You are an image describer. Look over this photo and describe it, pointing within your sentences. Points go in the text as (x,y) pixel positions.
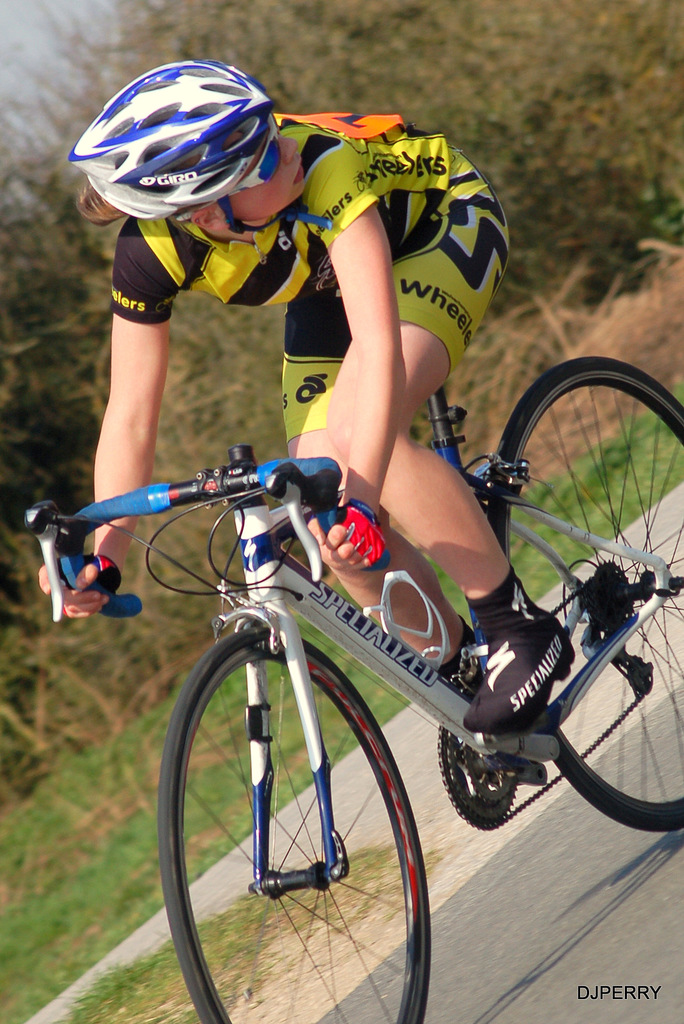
He's riding a bicycle (567,530) on a road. He's holding a handle (331,468). He's wearing a helmet (223,150). He's wearing a colorful yellow color shirt (331,288). We can see in background (553,233) trees (553,233) and sky (23,59).
